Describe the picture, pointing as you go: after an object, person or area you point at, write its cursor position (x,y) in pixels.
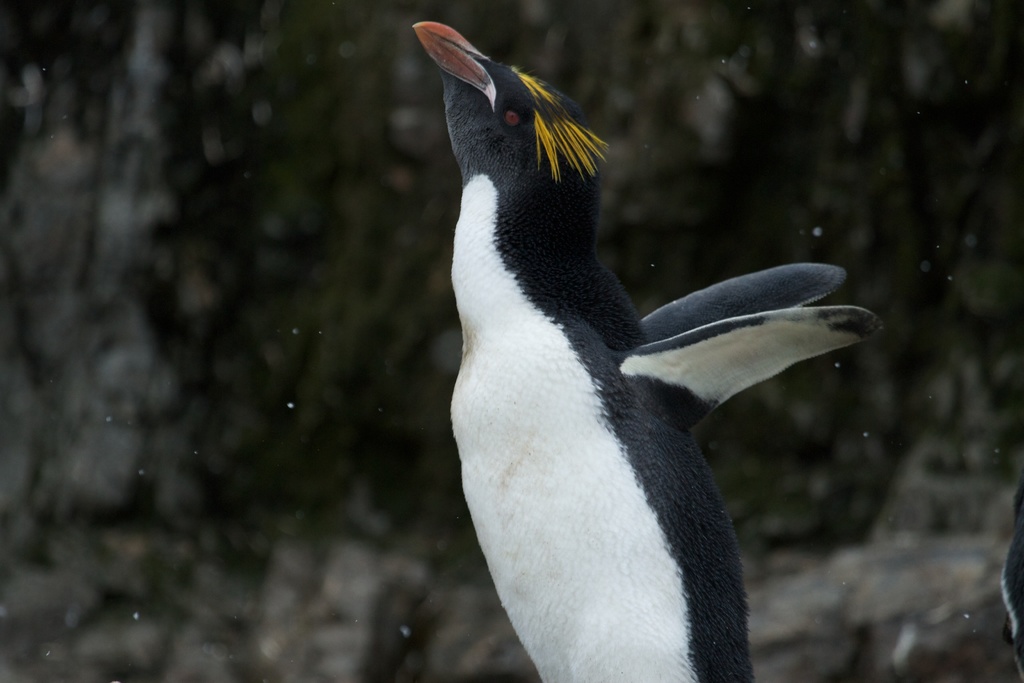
In this image, I can see a penguin (579,279) standing. These are the wings (724,322). This penguin (573,308) is black and white in color. The background (223,147) looks blurry.
